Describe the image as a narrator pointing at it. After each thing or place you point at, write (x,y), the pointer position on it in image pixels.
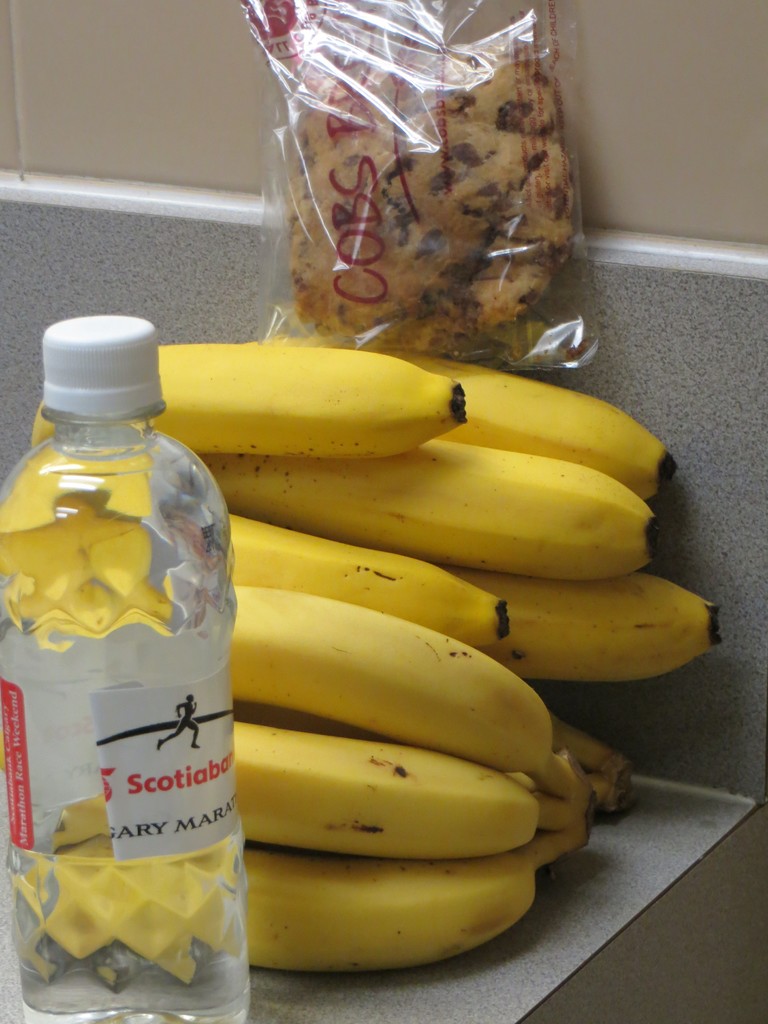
In this image I can see few fruits (381,822) in yellow color and I can also see the bottle (135,645) and some food (470,235) is in brown color and I can see these objects (33,504) on the gray color surface (537,916). In the background (218,36) the wall (152,86) is in cream color.
